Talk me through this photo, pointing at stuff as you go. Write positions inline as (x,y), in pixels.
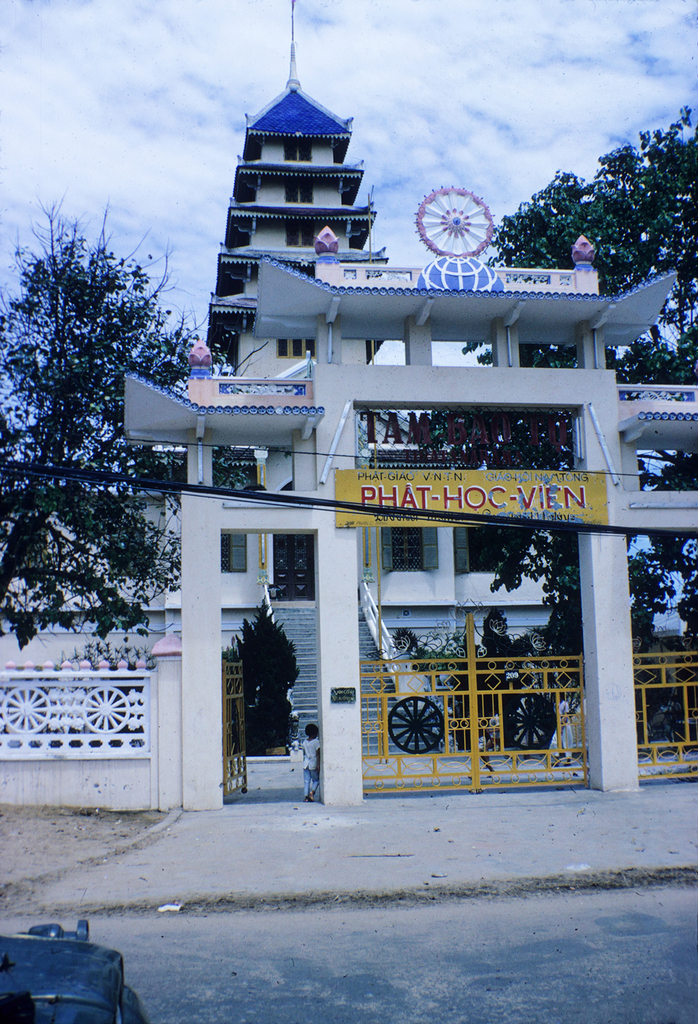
In this image there is a building (344,530) and trees (453,449), in the entrance (274,779) of the building (301,719), there is a child (308,743) standing. At the bottom left side of the image (64,954) it seems like a vehicle (64,982).
